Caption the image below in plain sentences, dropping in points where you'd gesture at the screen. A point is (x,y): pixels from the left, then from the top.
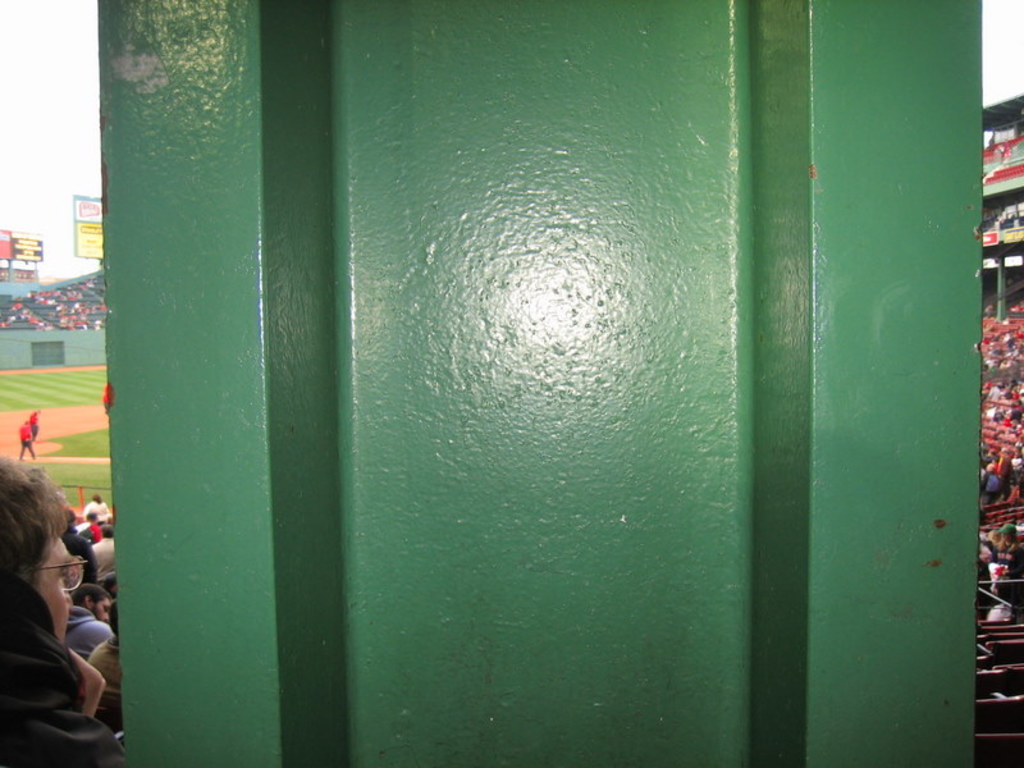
In this picture we can see a green color iron object (342,412). Behind the people (19,579), it looks like a stadium (1007,328) and in the stadium (986,354) there are groups of people (986,354) sitting and some people (32,436) standing. Behind the stadium (44,393) there are boards (33,261) and the sky (36,165).
